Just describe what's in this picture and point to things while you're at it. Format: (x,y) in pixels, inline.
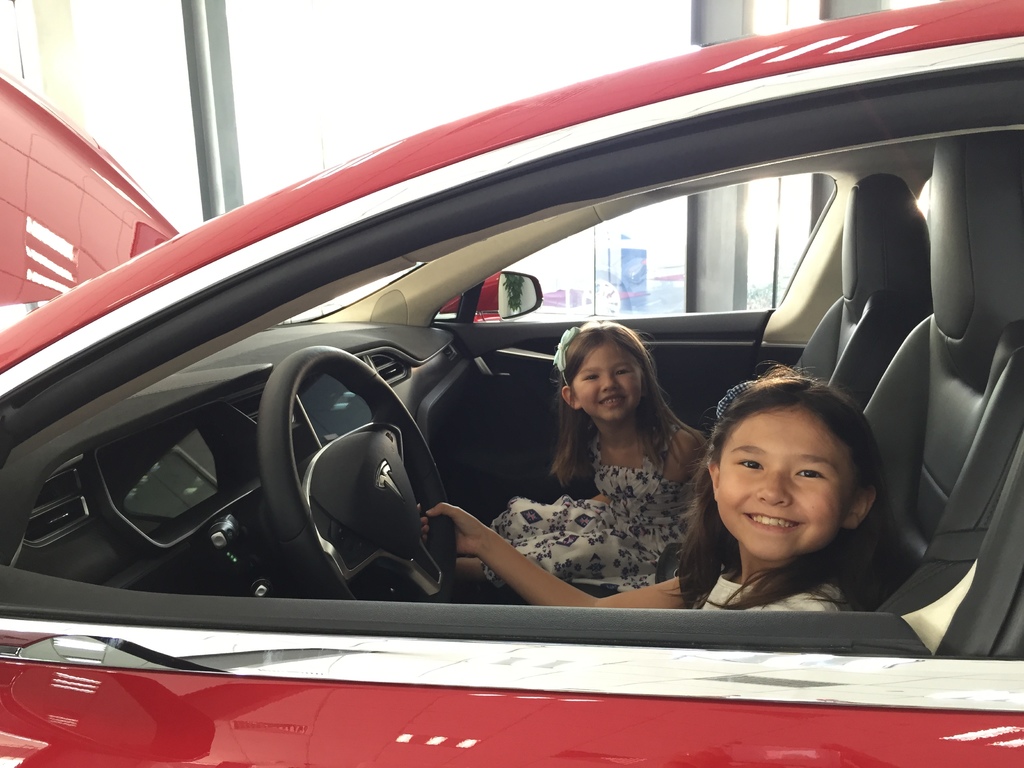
The two persons (611,460) are sitting on a car seats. On the right side (720,477) we have a girl (697,568). She is holding a steering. We can see in background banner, sky (388,100).
